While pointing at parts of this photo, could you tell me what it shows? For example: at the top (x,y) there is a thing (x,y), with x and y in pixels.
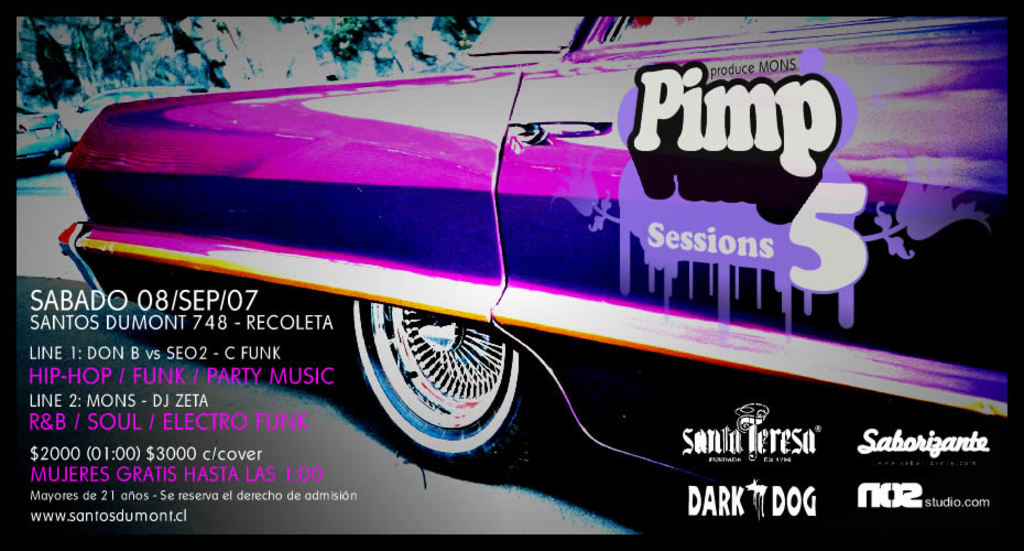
In this image we can see edited picture of a car (552,242) parked on the ground (437,485) and some text (328,372) and numbers (175,449) on it.
